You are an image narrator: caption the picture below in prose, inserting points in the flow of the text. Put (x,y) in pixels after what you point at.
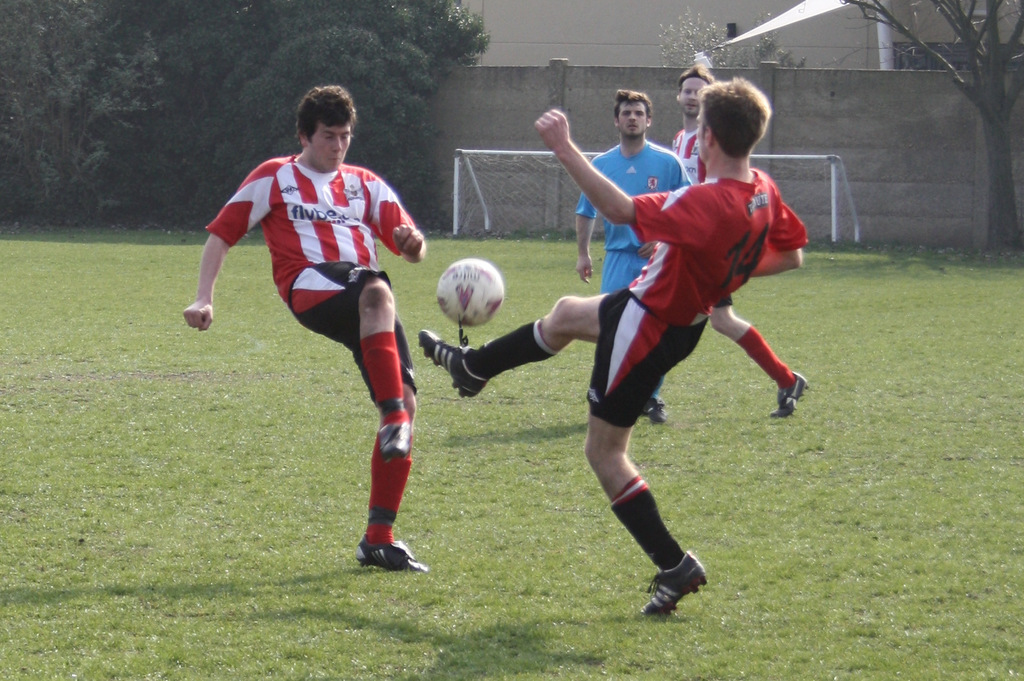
In this image there are two players (486,365) who are kicking the football (467,293). They are playing on the ground (234,569). At the back side (483,205) there is goal post (507,180), wall (501,89) and the tree (433,77).
